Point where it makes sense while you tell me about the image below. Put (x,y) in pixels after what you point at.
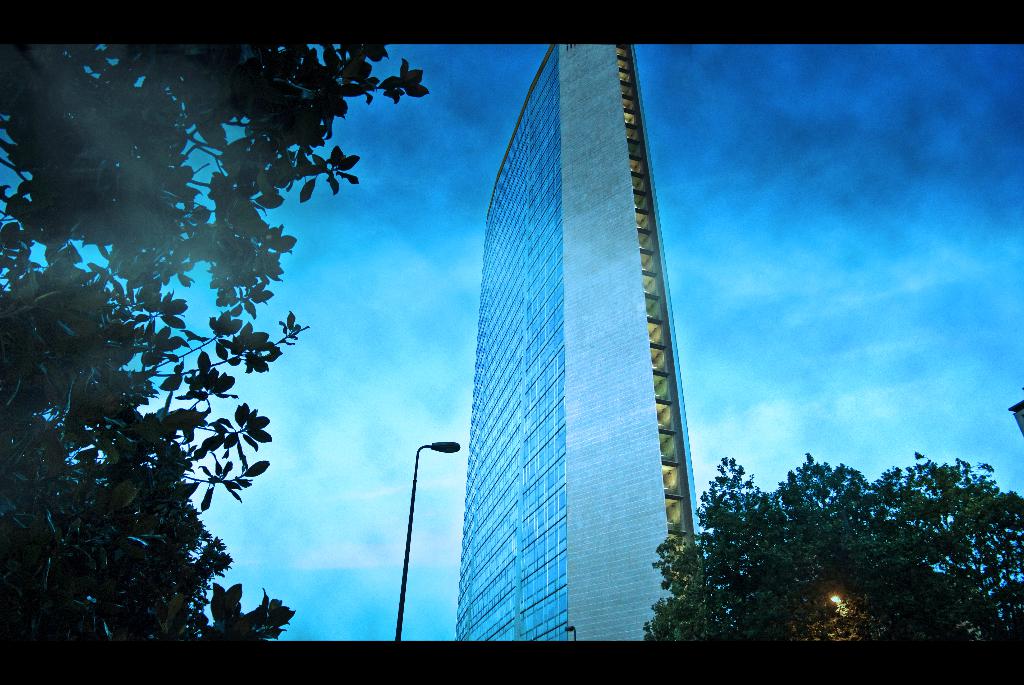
In this image we can see the building (607,242) with windows (535,180), street lights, trees (947,590), we can see the sky (420,234) with clouds (402,253).
